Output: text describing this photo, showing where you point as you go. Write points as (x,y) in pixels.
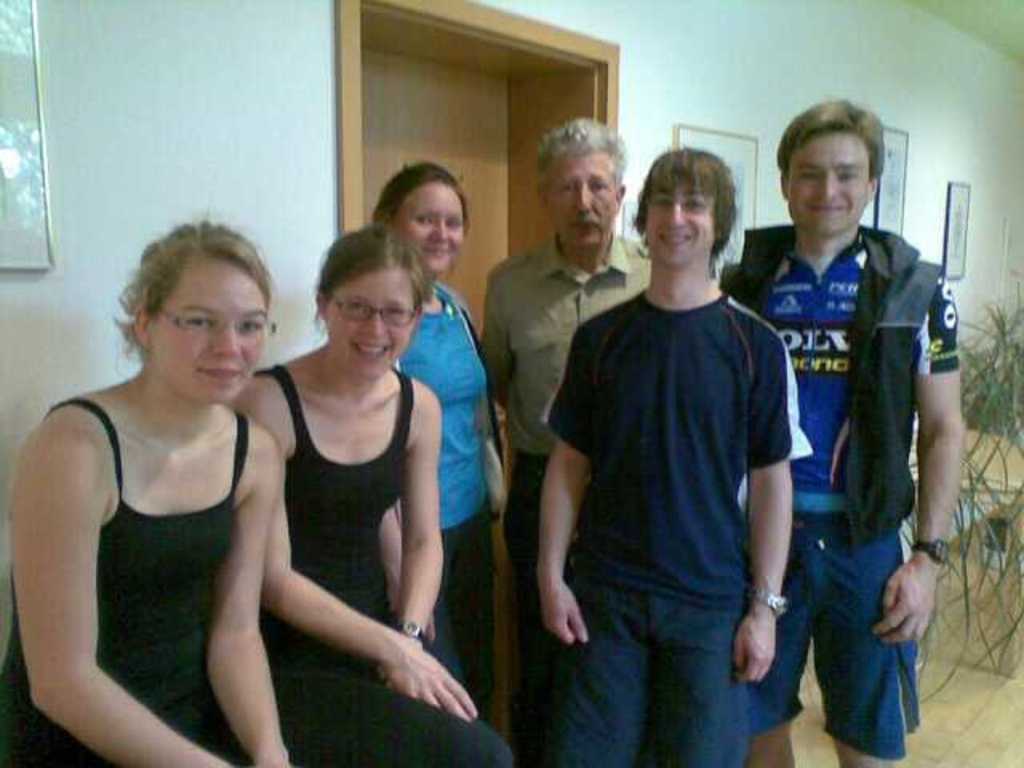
These two people (213,394) sitting and these people (612,351) are standing. In the background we can see frames (953,252) on the wall (713,84).
